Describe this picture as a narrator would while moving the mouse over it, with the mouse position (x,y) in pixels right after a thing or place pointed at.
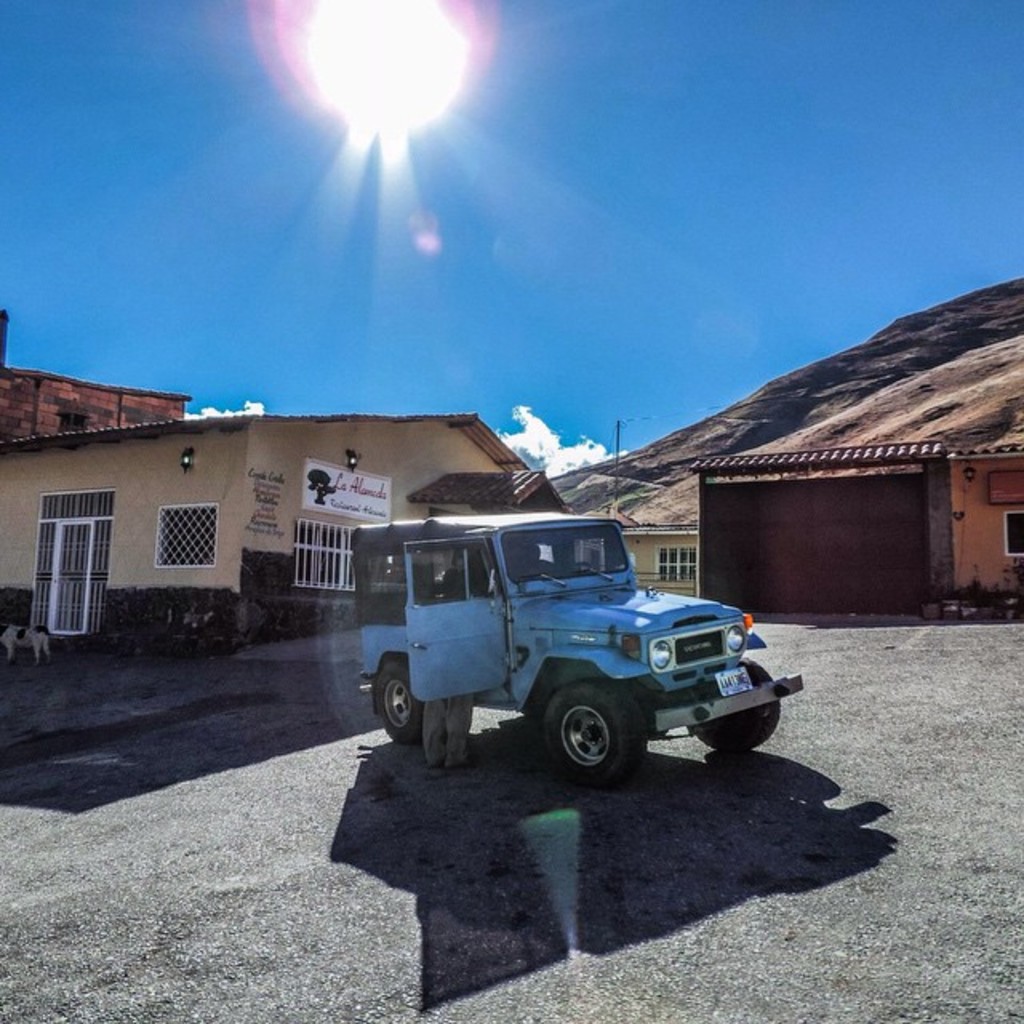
In this image I can see a blue colour vehicle (427,649) in the front (567,736) and near it I can see one person (432,697) is standing. In the background (321,425) I can see few buildings (399,451), clouds (601,449), the sun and the sky (468,347). On the left side of this image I can see a dog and on the building (339,542) I can see something is written.
